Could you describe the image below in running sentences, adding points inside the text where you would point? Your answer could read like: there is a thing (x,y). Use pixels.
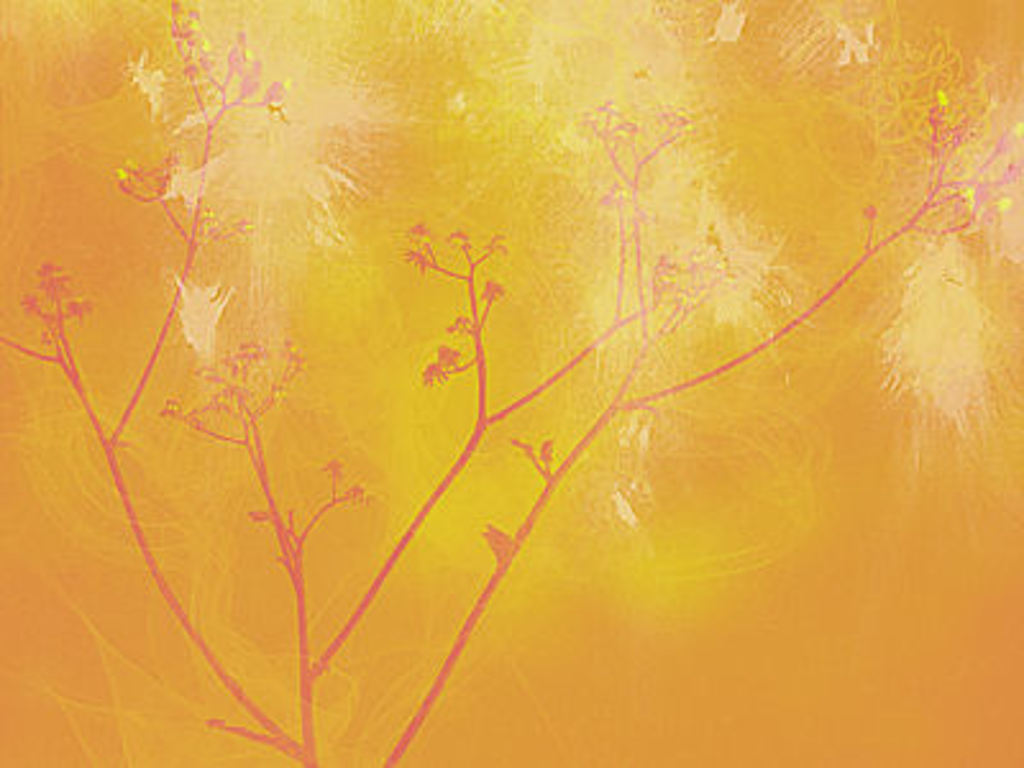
In this image we can see a painting (508,379). In painting (628,391) we can see a tree (255,77).
